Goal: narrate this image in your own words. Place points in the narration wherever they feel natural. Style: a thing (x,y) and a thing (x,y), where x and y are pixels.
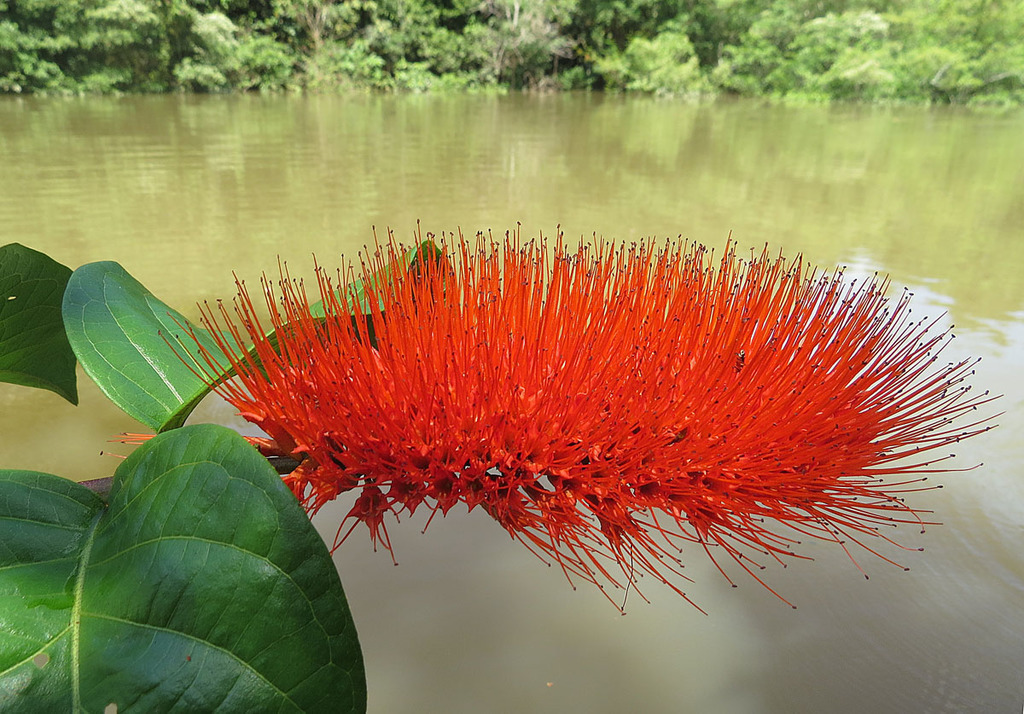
In this picture we can see flower (280,357), leaves (118,529) and water (645,613). In the background of the image (814,53) we can see trees (809,58).
